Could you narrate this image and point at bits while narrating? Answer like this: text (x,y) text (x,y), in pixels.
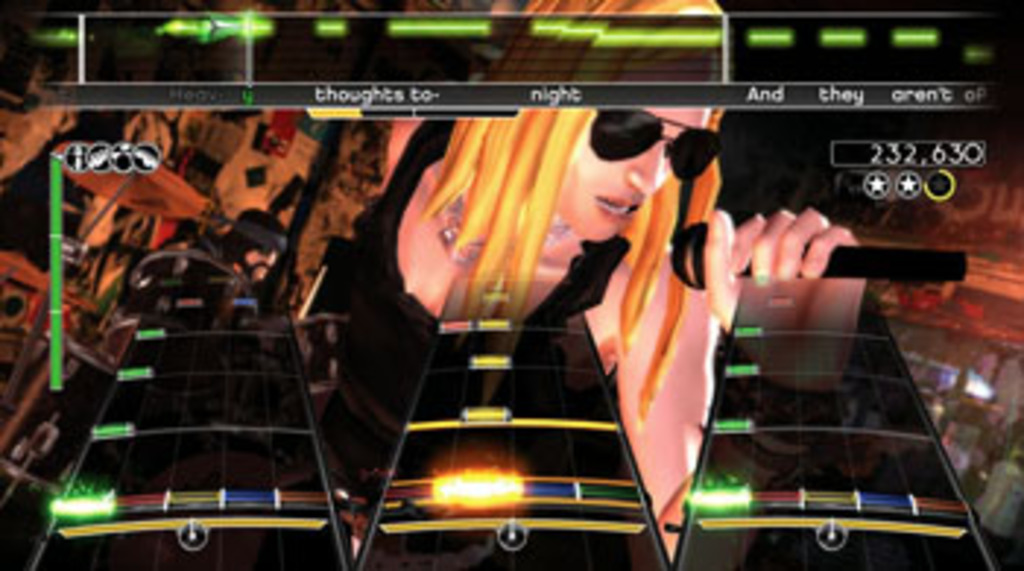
In this picture we can observe a video game screen (505,342). There is a woman (657,143), holding a mic (699,266) and wearing spectacles (657,136). There are three platforms (260,424) in this picture which were in black color.
